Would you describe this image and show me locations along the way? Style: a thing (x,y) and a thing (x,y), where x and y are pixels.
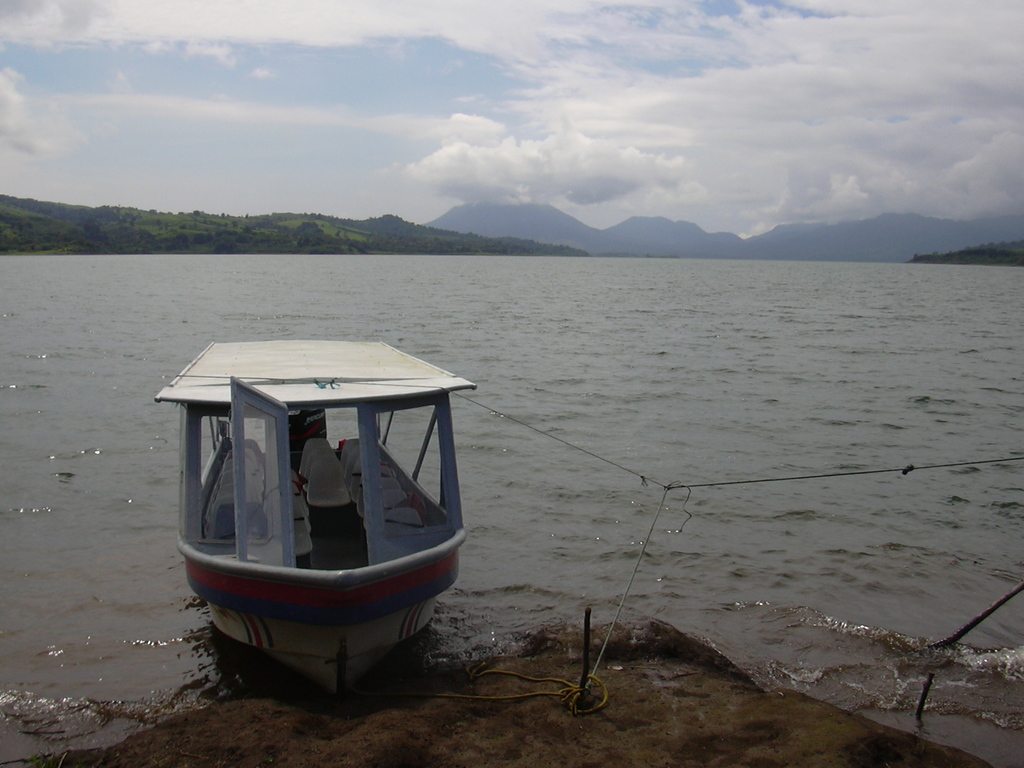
In this image we can see a boat (323,655) on the bank (750,756) of the river (762,647) and there are some mountains (894,251) in the background (963,251). We can see the sky (528,60) with clouds (274,111) at the top (394,189).
